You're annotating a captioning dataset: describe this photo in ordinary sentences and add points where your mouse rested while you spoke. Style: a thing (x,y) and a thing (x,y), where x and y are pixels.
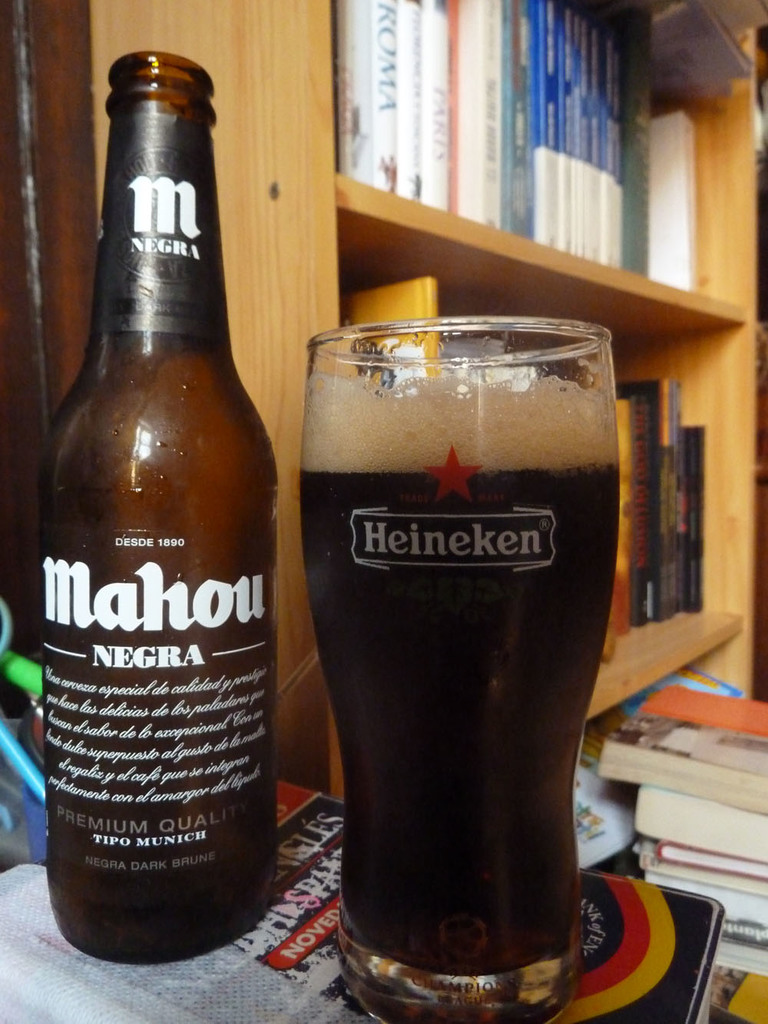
In this picture we can see a bottle (185,708) and a glass (428,824) on the table (226,986), and also we can find books (630,179) in the shelf (547,291).
